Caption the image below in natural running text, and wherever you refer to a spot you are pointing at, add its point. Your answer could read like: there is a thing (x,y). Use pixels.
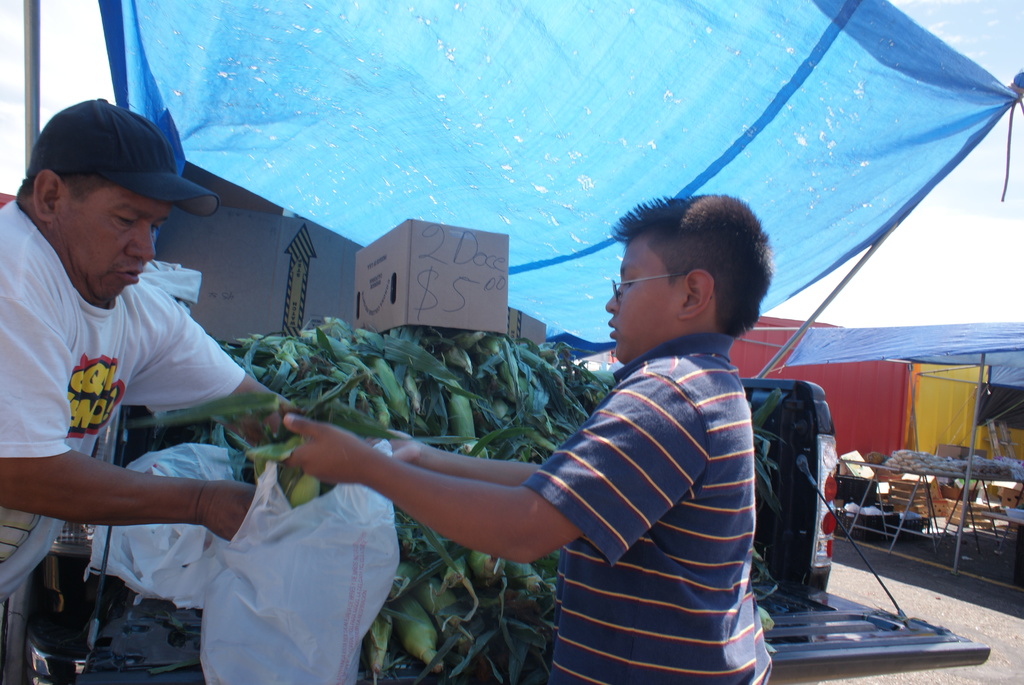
In this image we can see there is a grocery shop (991,479). And there are two people (405,498) standing on the ground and holding a cover (344,513) and vegetables (300,498). At the back (956,458) there are tents (443,212), board (431,274), and vegetables (537,368) in it. And there is a vehicle (806,433) and the sky (889,305).
